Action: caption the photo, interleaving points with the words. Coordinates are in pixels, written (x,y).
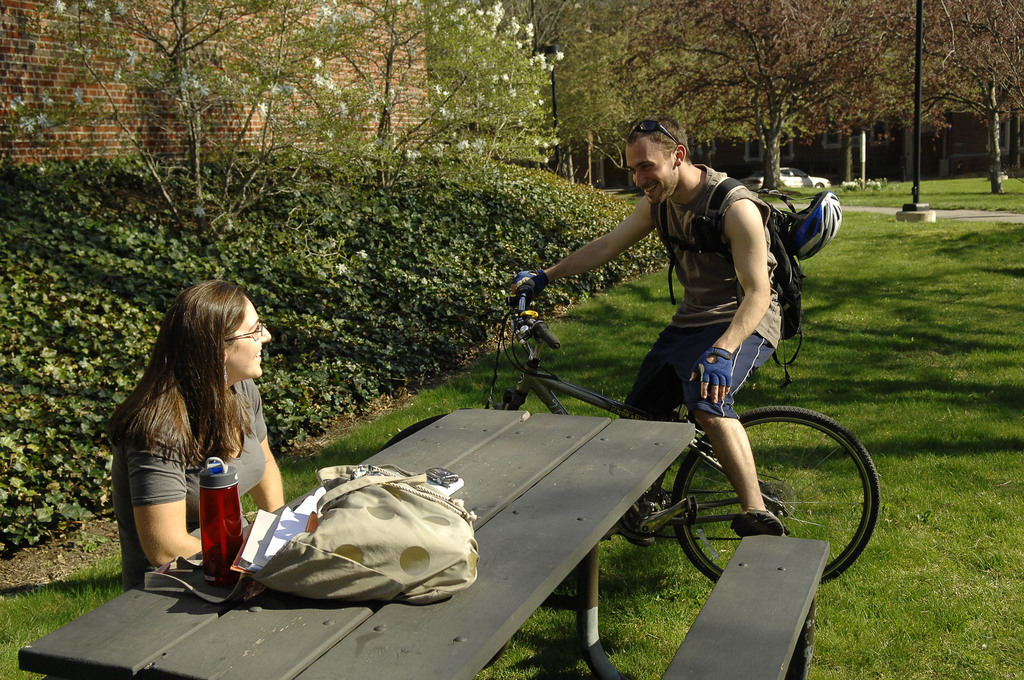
There is a man (588,255) sitting on a bicycle (678,507) by placing one leg (690,367) on a pedal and other one on the wooden block (740,571). He is smiling. There is a woman (207,286) sitting on the left side (273,481). This is a wooden table (515,487). A bag (386,532) and a bottle (200,536) are placed on this wooden table (440,633). This is a brick wall (54,59). In the background (640,57) there are trees (850,55) and we can see a car (791,183) parked over here onto the right side.
